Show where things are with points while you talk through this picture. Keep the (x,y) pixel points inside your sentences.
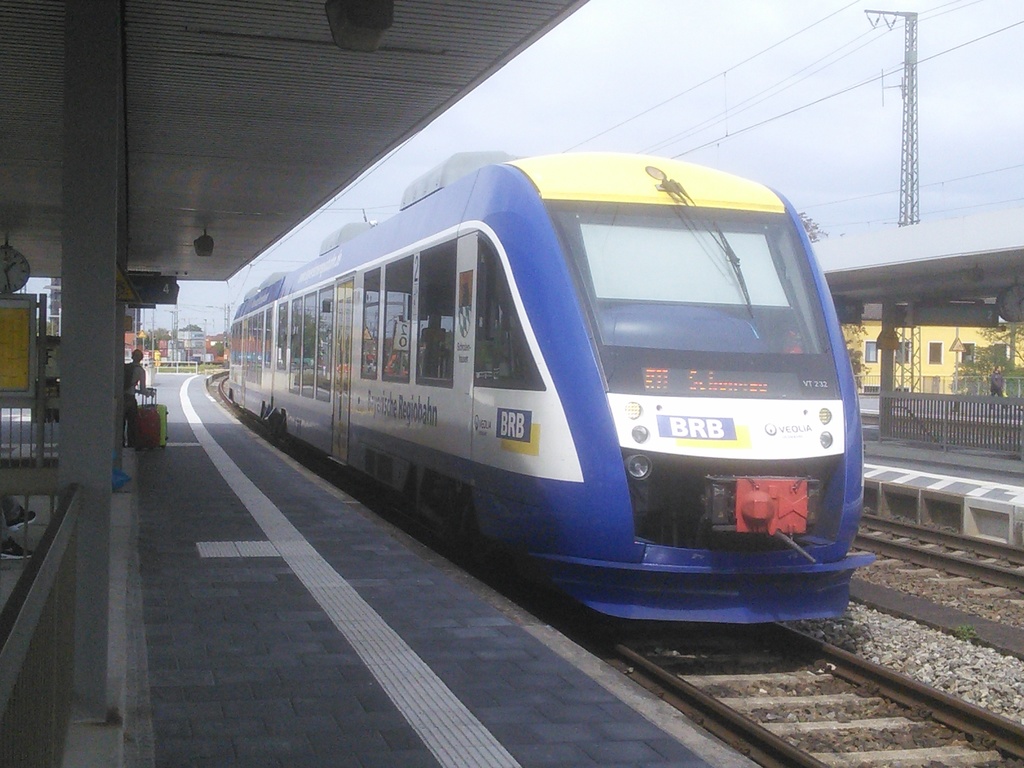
In this image in the front (604,413) there is train (496,412) with some text (431,416) written on it. On the left side (144,435) there are persons (136,404) and there are luggage bags (139,416), there is a pillar (116,410) and there is a fence (66,541). At the top (359,16) there are objects (366,35) which are black in colour. On the right side (965,420) there is a fence (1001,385) and there are trees (995,360), and there is a building (936,350) and there is a tower (906,103). In the background (179,325) there are towers (176,326) and trees (167,335) and the sky (787,89) is cloudy and there are stones (906,648) in the bottom right (922,661).
